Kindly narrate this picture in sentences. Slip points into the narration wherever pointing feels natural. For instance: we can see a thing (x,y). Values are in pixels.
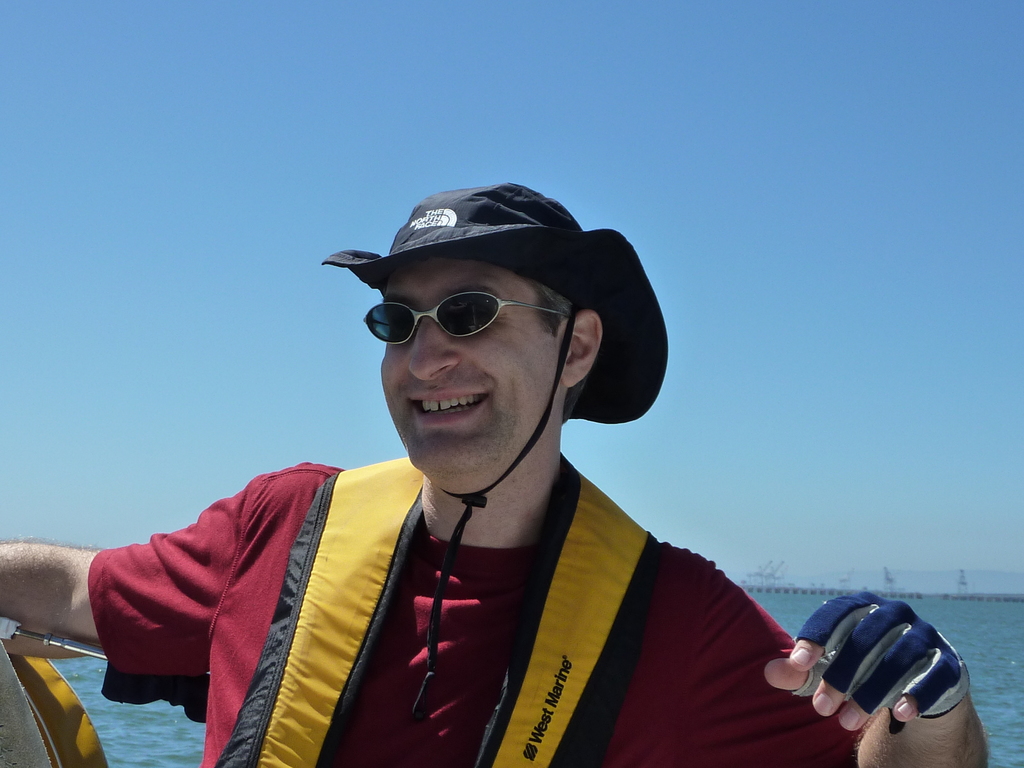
In the foreground of this image (482,529), there is a man (481,526) wearing jacket (568,519), hat (535,267) and the glove (901,680). In the left bottom corner (35,727), there is an object (35,698). In the background (986,636), there is water (996,633) and the sky (832,222).
